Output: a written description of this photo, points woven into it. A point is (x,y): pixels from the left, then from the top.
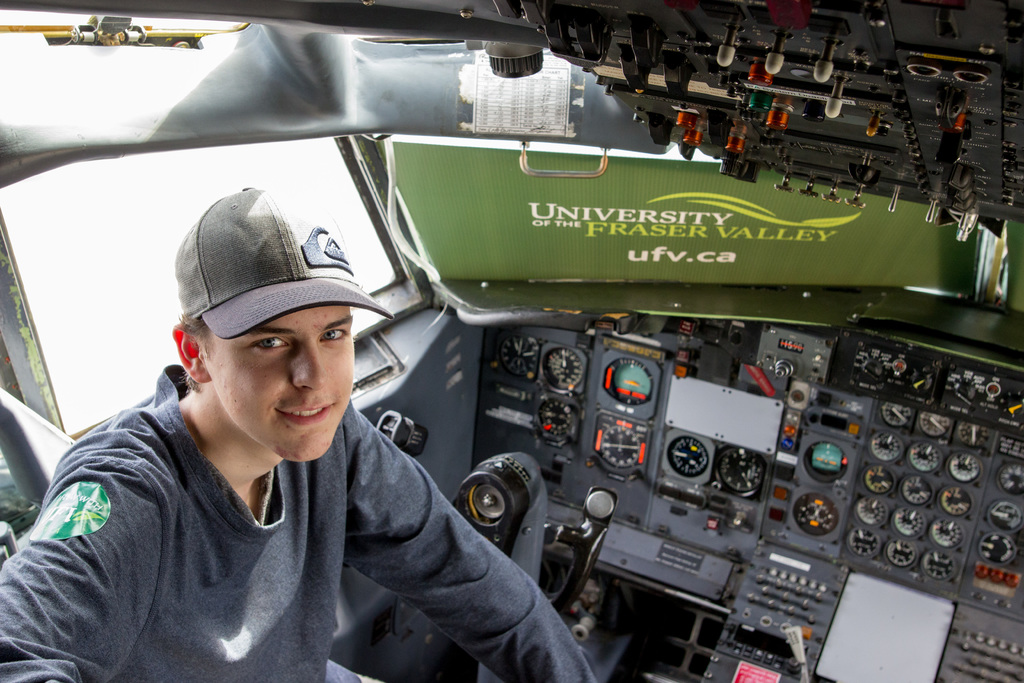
In this picture there is a man (286,546) who is wearing cap (269,244) and t-shirt (318,614). He is sitting inside the plane (647,464). On the left (22,269) there is a window (142,278). On the right (940,575) I can see the speedometer (619,452), fuel meter (950,546) and other meters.
